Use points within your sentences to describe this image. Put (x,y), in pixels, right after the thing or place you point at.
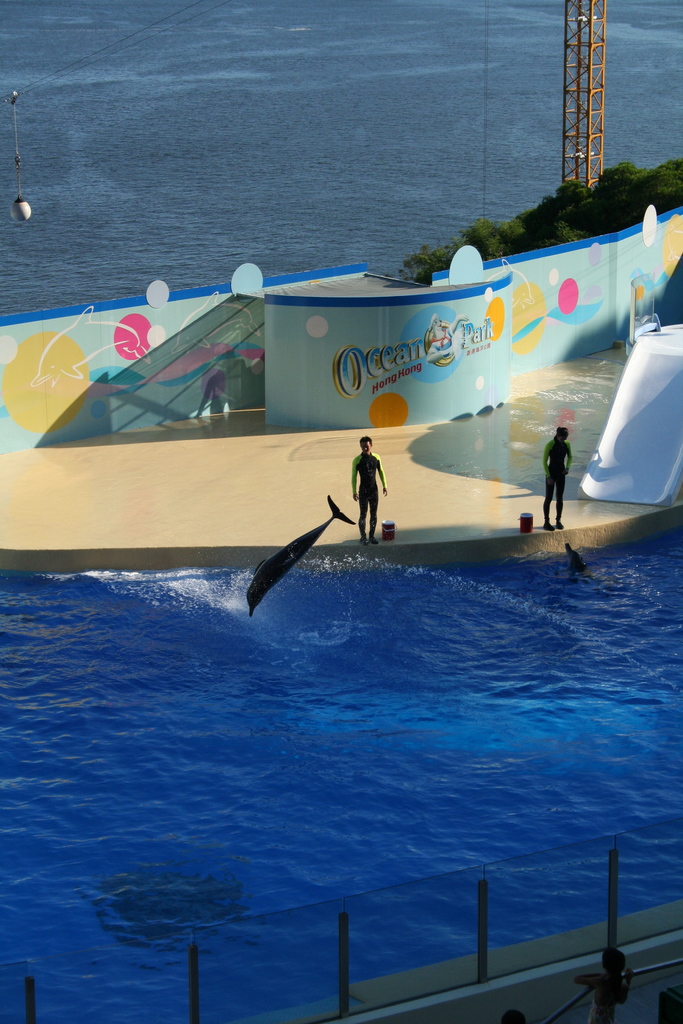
This is a picture of a pool (115,605) where we have a dolphin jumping into the pool (344,646), at the back ground (374,545) there is a stage (408,539) where we have two people (561,494) standing near the dolphins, trees (557,225), iron pole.
